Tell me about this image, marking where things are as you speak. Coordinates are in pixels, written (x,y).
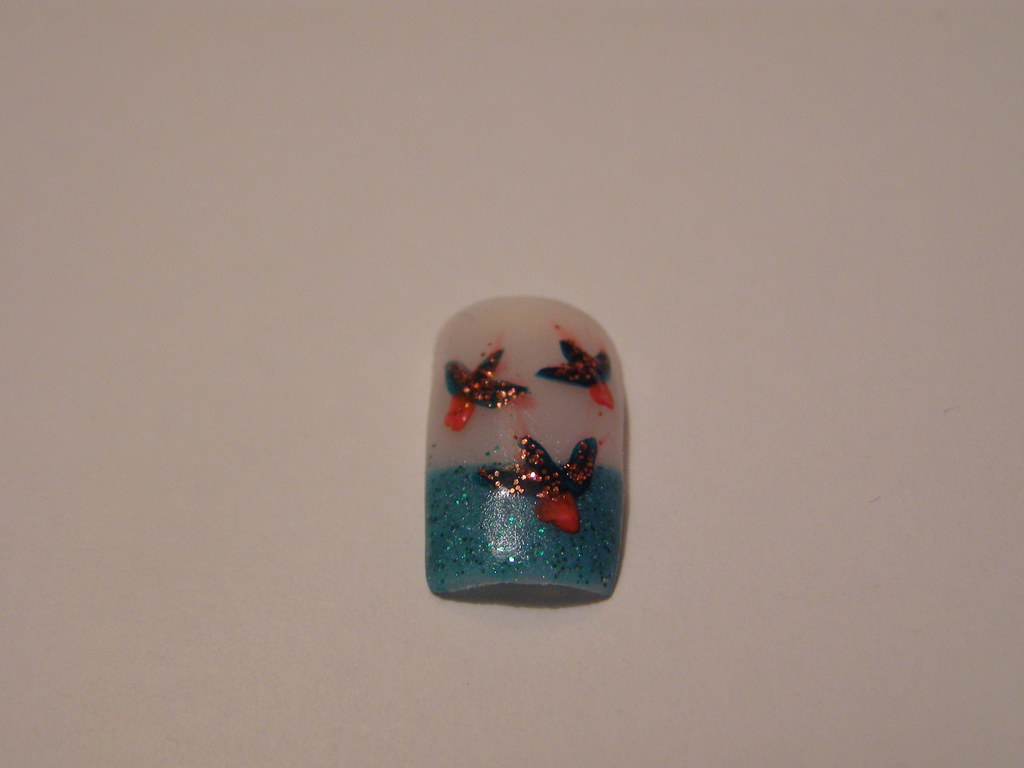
In this image there is a nail (481,465) having some painting (559,498) on it. Nail (552,529) is kept on the floor (717,450).
